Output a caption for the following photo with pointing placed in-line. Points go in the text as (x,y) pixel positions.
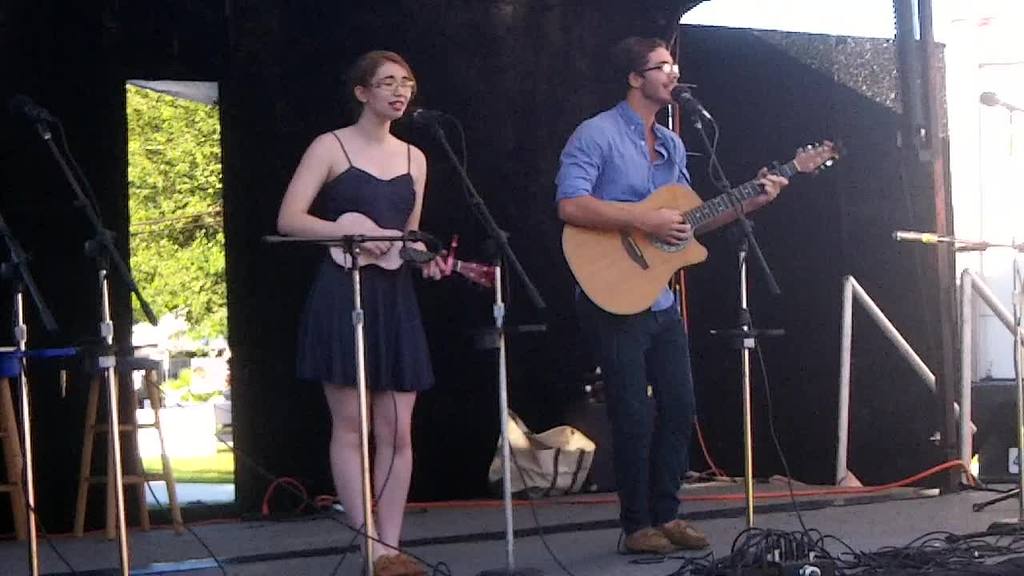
This woman (394,100) wore black dress (392,303), playing ukulele (381,236) and singing in-front of mic (437,119). This man (635,150) wore blue shirt (649,170) playing guitar (688,213) and singing in-front of mic (692,109). On this stage (613,540) there are cables (784,559), bag (584,463), stool (156,362) and mic (32,125) with holder (103,249). We can able to see trees (189,254).
